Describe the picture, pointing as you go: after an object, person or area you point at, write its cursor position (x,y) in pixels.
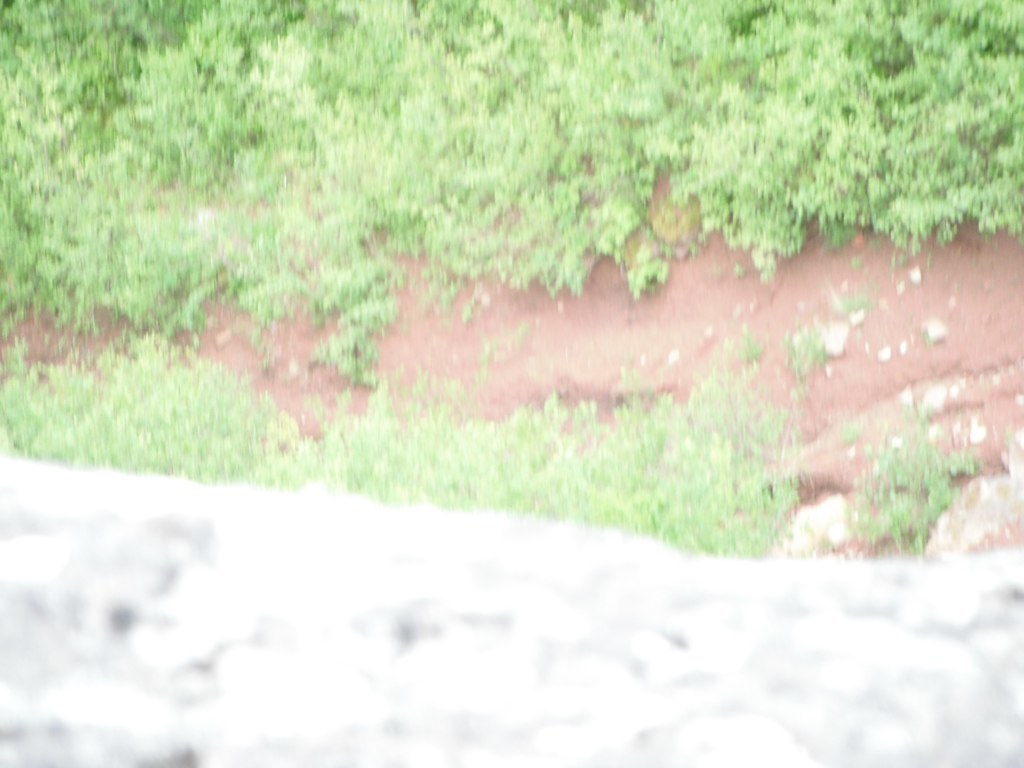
In the image there is a grass (368,188) and there is a cement wall (586,669) in front of the grass (225,163).
